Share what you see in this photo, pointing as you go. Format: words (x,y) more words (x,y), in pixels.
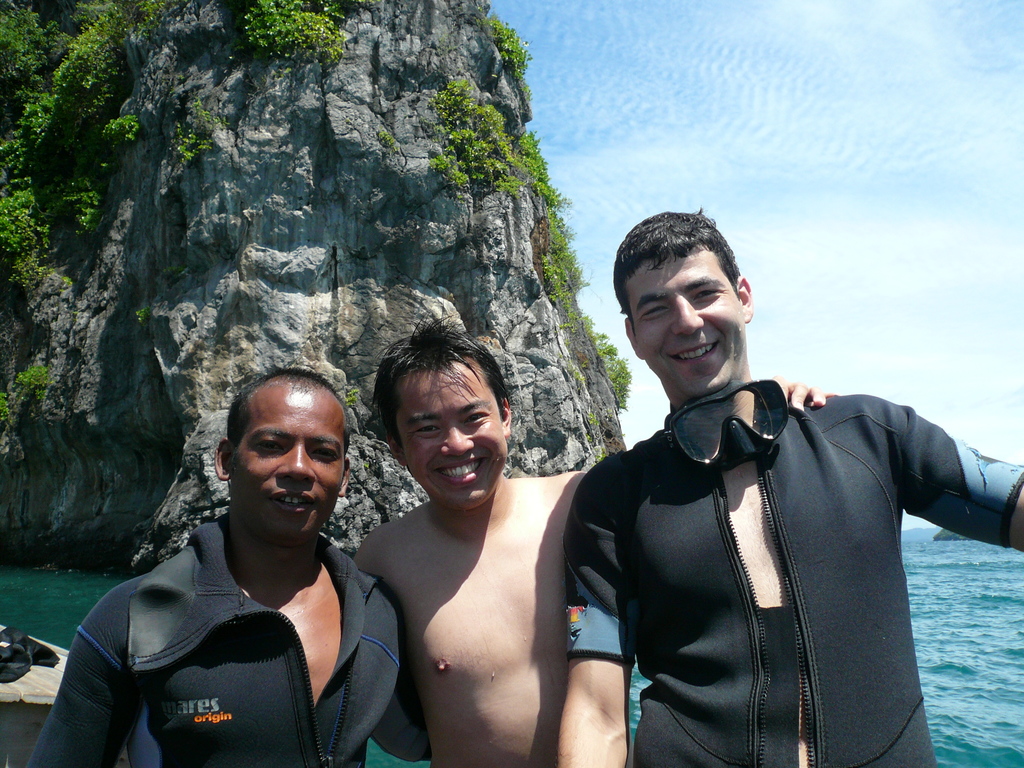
In this image three persons (363,634) are there one, two, three in a sea (932,660). Backside of them one big rock (529,321) containing some small plants (473,162) above sky (571,145).
